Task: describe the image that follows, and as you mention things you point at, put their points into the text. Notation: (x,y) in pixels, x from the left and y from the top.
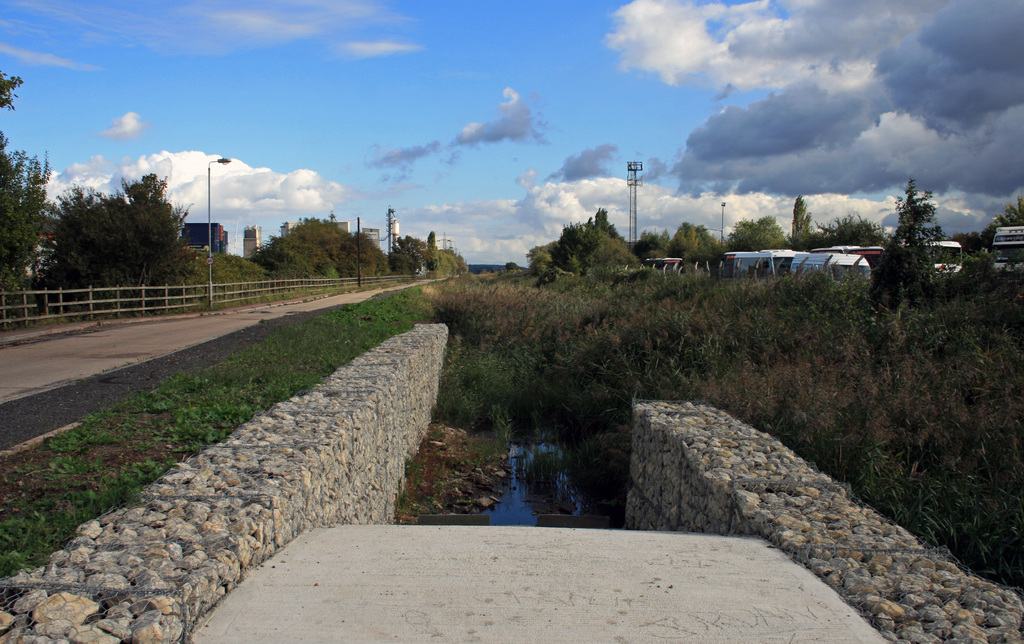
In this picture I can see many trees (166,280), plants (185,244) and grass (648,319). On the right (733,275) I can see many buses (673,267) on the road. On the left (141,300) I can see the street lights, wooden fencing (214,290) and roads (323,303). In the background (221,238) I can see some towers (393,249) and buildings (252,245). At the top (443,142) I can see the sky (459,75) and clouds (634,4). At the bottom (560,463) there is a water (579,495) near to the wall (661,498).
